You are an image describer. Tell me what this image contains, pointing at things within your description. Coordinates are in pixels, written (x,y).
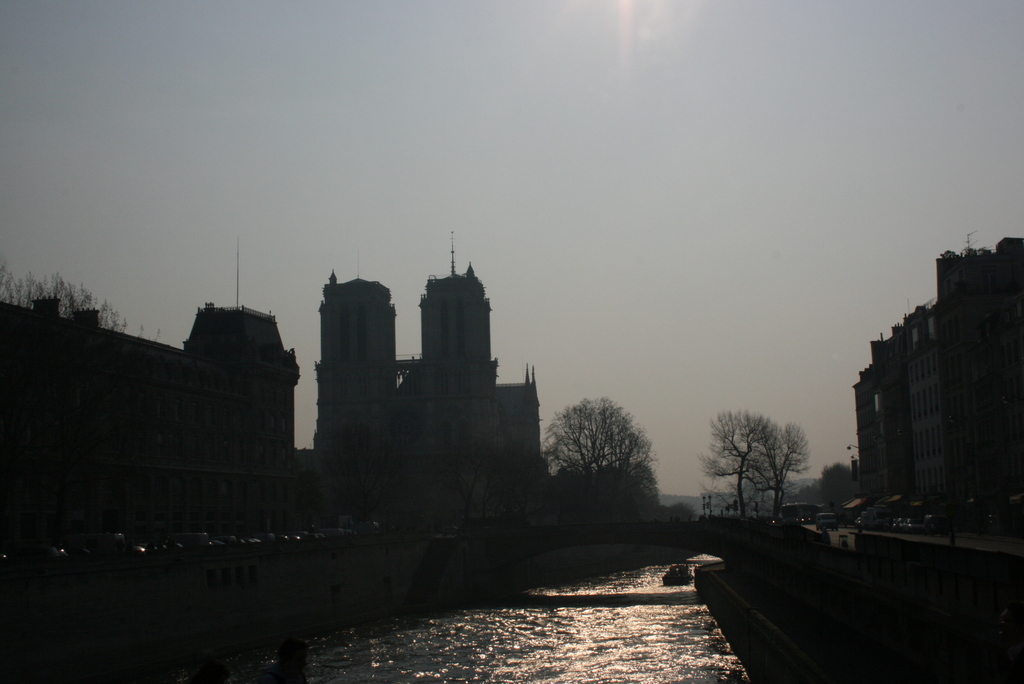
This picture might be taken from inside of the city (561,556). In this image, on the right side (1007,306), we can see some buildings (1010,381), cars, trees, street lights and hoardings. On the left side (236,508), we can also see some buildings (205,508), plants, vehicles (242,544). In the middle of the image (573,444), we can see a water (649,591) in a river (654,598) and a boat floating on the water (630,595), trees (630,485). On the top (537,92), we can see a sky (510,90).
